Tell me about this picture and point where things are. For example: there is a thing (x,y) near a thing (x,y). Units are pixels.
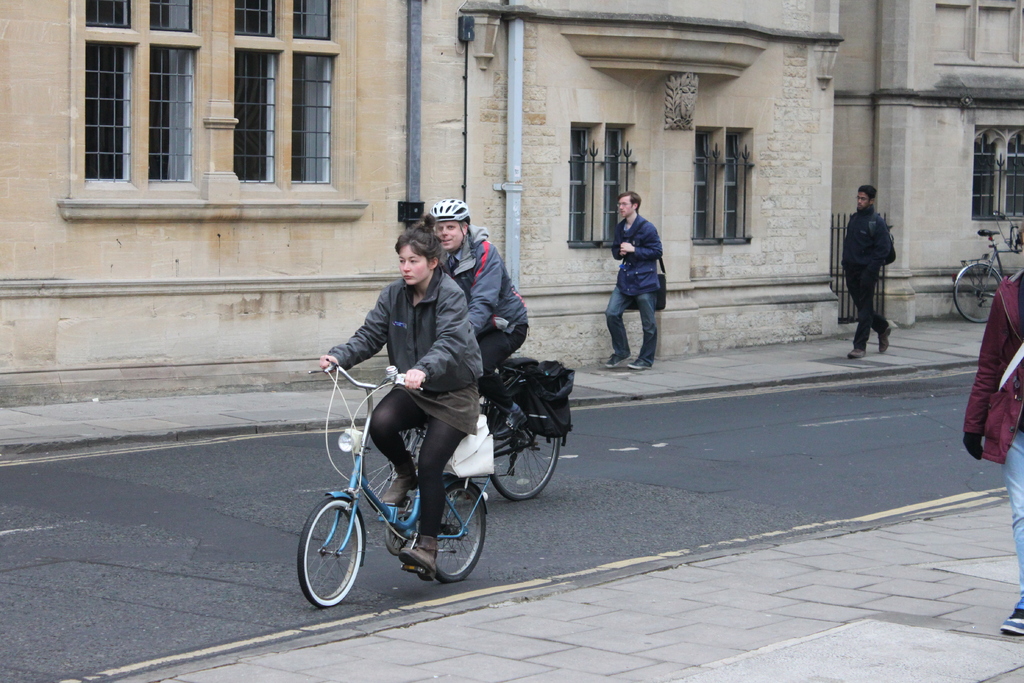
In this picture we can see two persons (472,349) riding bicycles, there are three persons (868,306) walking here, in the background (824,217) there is a building (759,170), we can see windows (583,160) of the building (430,195), there is another bicycle (985,271) here.
